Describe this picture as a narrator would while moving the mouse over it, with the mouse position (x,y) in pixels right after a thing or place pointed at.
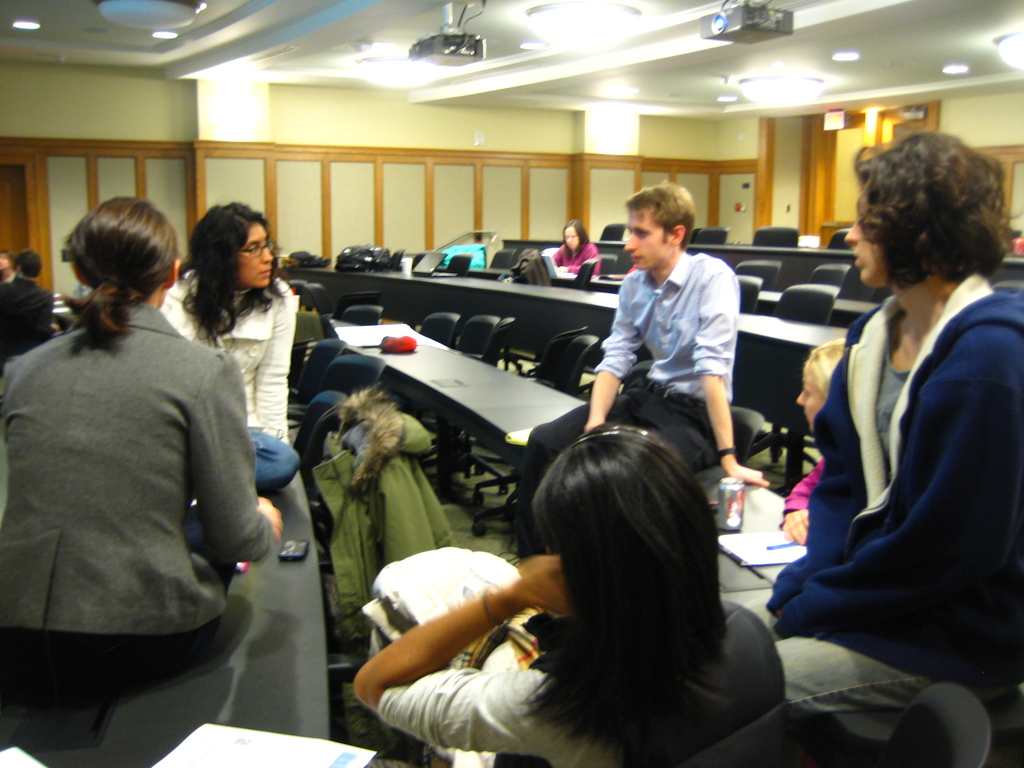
In this image I can see group of people (196,475) sitting. The person (251,394) in front (270,400) wearing white shirt (267,371), blue color pant (277,454) and the other person (203,486) wearing gray color blazer (147,479). Background (468,335) I can see few chairs (367,364) they are in black color and I can also see two projectors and few lights (601,11), and the wall (405,111) is in cream color.
